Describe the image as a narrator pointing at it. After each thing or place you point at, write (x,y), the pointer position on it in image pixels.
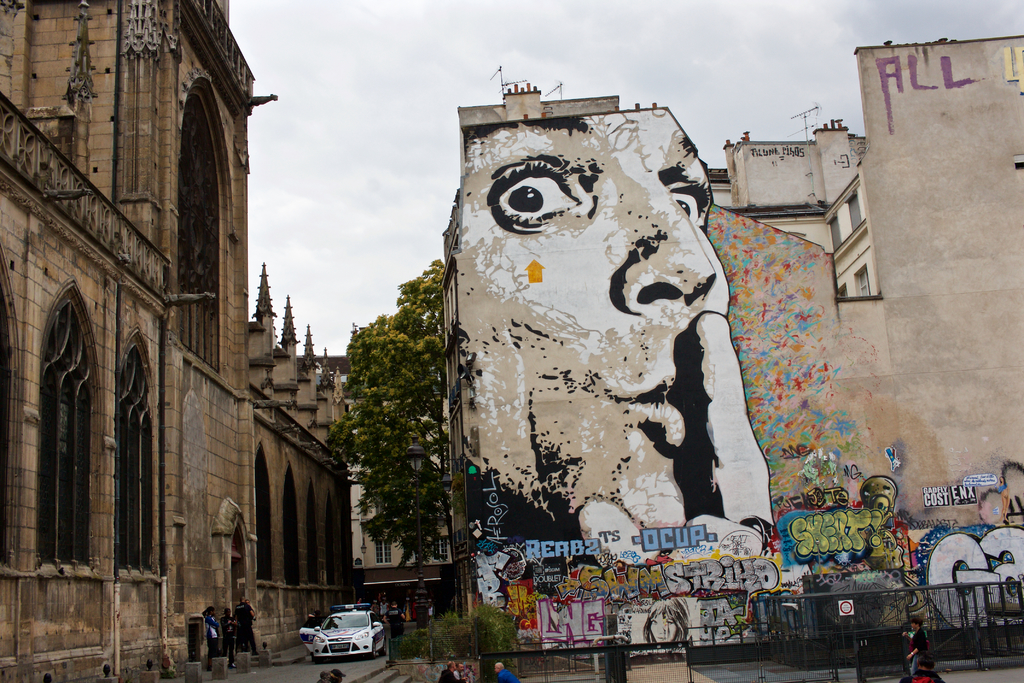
In this image we can see buildings (985,342) and there are cars (336,652) on the road (303,671). There are people (921,679). We can see a tree (408,507). There is a wall (596,253) and we can see a painting (728,476) on the wall (741,597). There is graffiti (978,549) on the wall (565,604). We can see railings (753,675). In the background (447,21) there is sky (387,85).
